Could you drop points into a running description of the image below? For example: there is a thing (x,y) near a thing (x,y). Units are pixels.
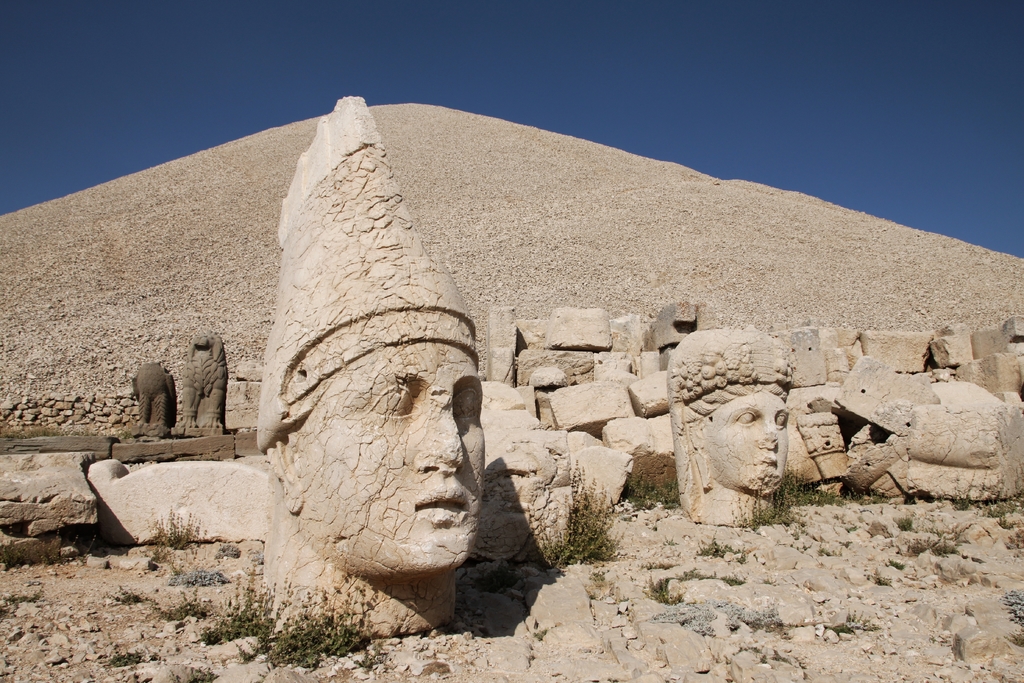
At the bottom of the image (1010,479) there are some sculptures (428,352). Behind them there is a pyramid (824,275). At the top of the image (812,116) there is sky (443,35).
